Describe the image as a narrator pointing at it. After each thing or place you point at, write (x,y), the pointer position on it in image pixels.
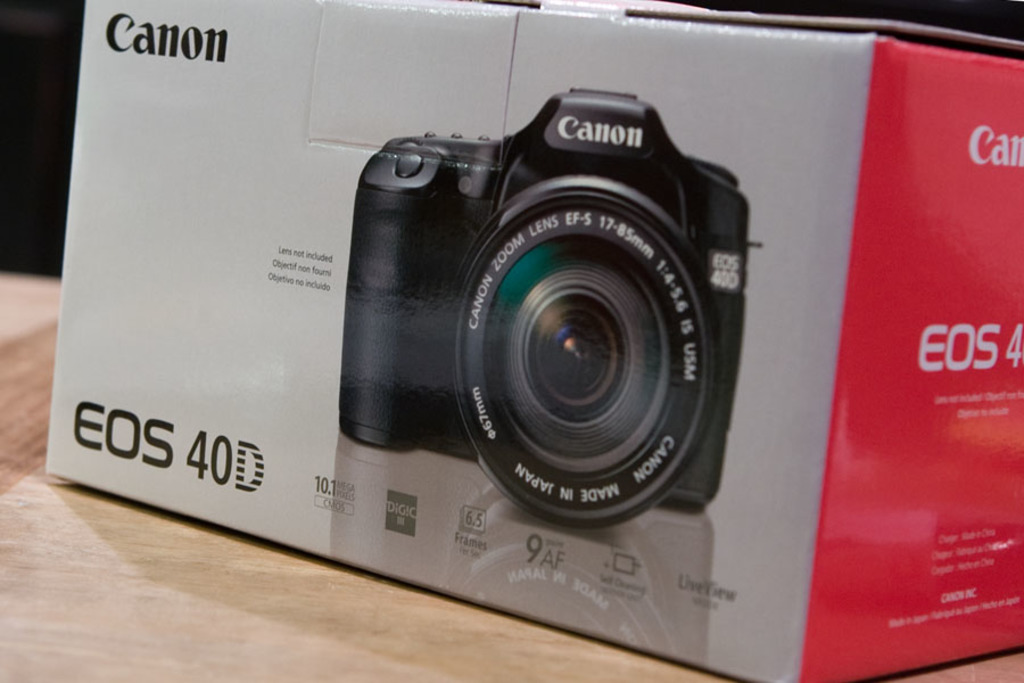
In this image we can see a box (257,374) on a surface (346,628). On the box (570,490) there is an image of a camera (569,315). Also something is written on the box (857,405).
